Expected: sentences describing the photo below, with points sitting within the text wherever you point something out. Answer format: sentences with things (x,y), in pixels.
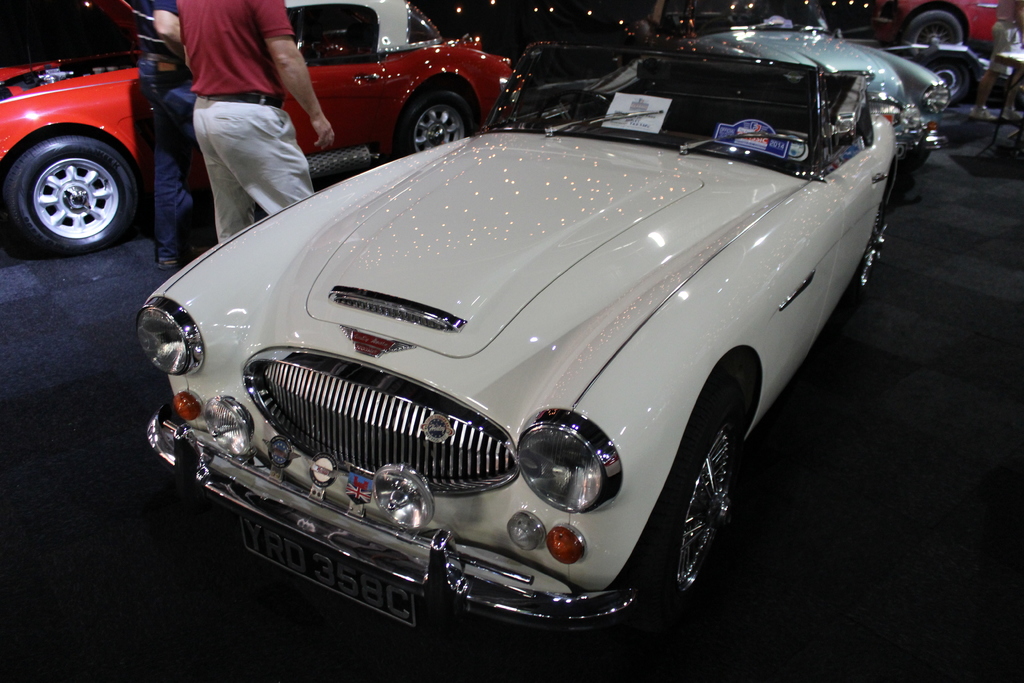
In this image I can see a few cars (471,219) and I can see few people (1019,6) are standing. Here I can see a board (357,596) and on it I can see something is written. I can also see few papers (623,127) over here.
